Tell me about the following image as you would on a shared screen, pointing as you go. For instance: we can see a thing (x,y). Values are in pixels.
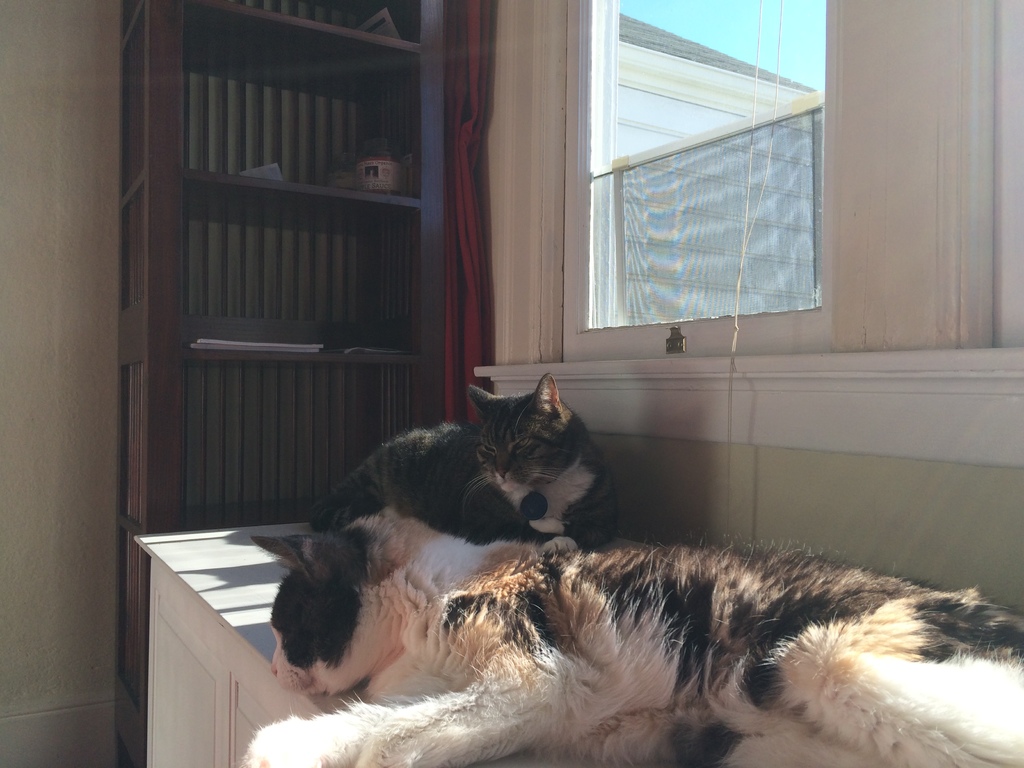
In this image I can see two cats (399,568) on the white color surface (253,587) and the cats (573,527) are in brown, white and cream color. In the background (299,341) I can see few objects (361,155) in the racks (252,385) and I can also see the glass window (789,187).
